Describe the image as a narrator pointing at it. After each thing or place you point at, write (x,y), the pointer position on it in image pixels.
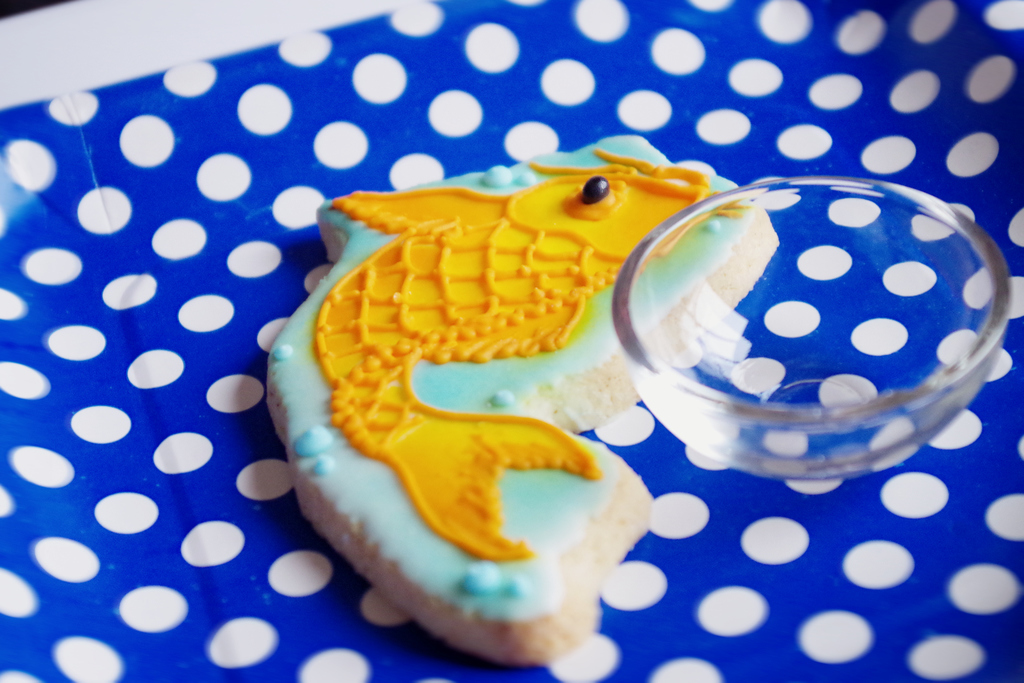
In this picture I can see a fish shaped cookie (663,237) and a bowl (928,372) on the paper (399,674).
